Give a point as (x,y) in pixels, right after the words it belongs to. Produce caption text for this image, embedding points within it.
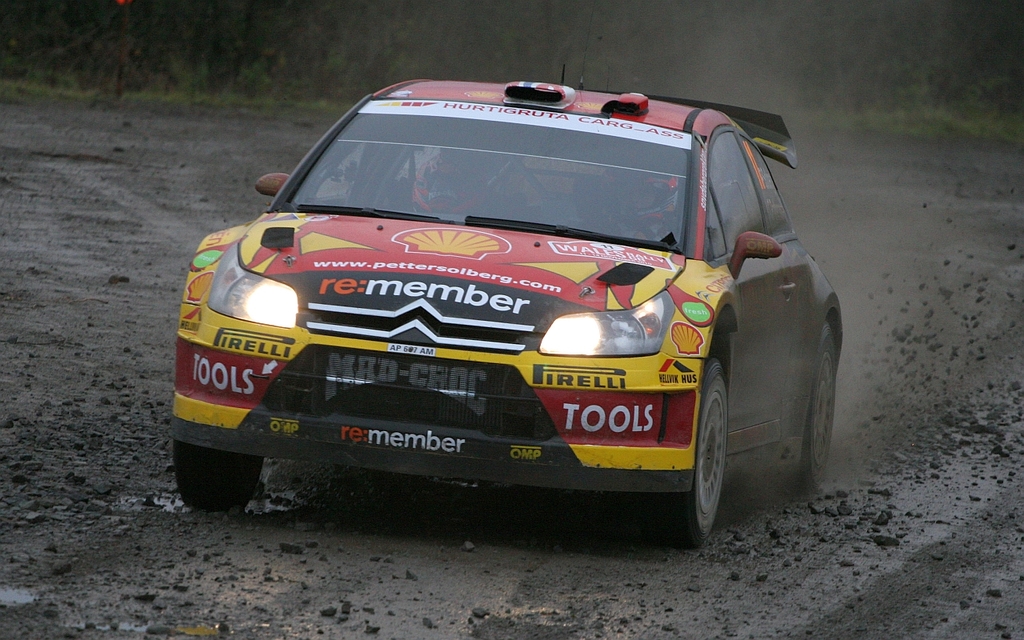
In the center of the image (561,271), we can see a car (611,366) and at the bottom (779,575), there is ground (802,576).
